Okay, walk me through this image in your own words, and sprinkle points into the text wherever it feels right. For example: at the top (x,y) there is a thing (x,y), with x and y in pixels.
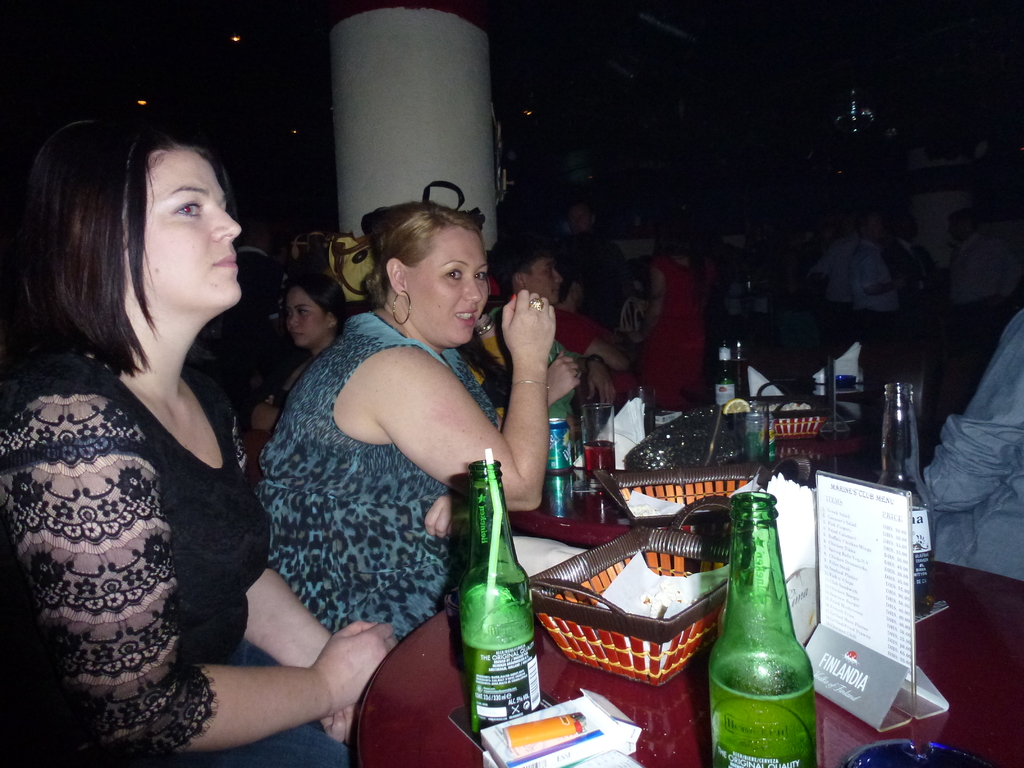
There are many people (685,298) in this picture. There are two ladies (234,470) sitting. In front of them there is a table (453,693). On the table (451,677) there is a bottle (491,615), basket (615,624), menu card (846,573), packet (547,750), lighter (563,725), glass (596,433). In the background (387,106) there is a pillar (422,122).
